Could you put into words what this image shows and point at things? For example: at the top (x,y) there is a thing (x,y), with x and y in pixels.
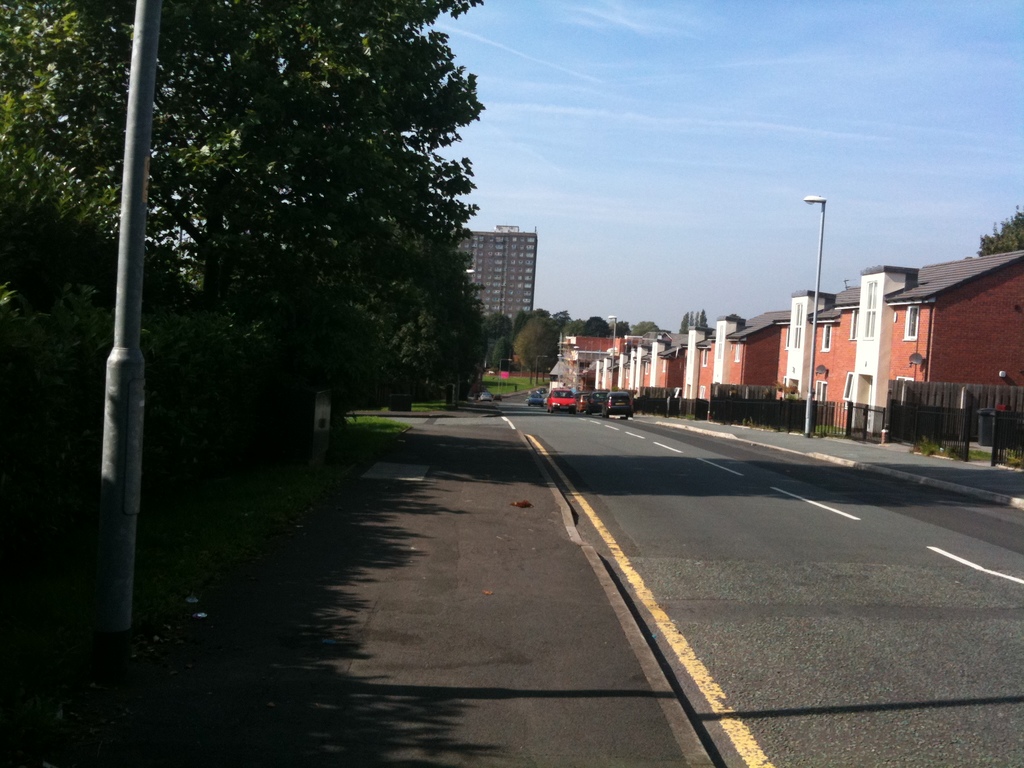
In this image, there are a few buildings (751,358) and vehicles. We can see the ground (701,422) and the fence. There are a few trees (351,239) and poles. We can also see some grass (395,424) and the sky (680,278).
